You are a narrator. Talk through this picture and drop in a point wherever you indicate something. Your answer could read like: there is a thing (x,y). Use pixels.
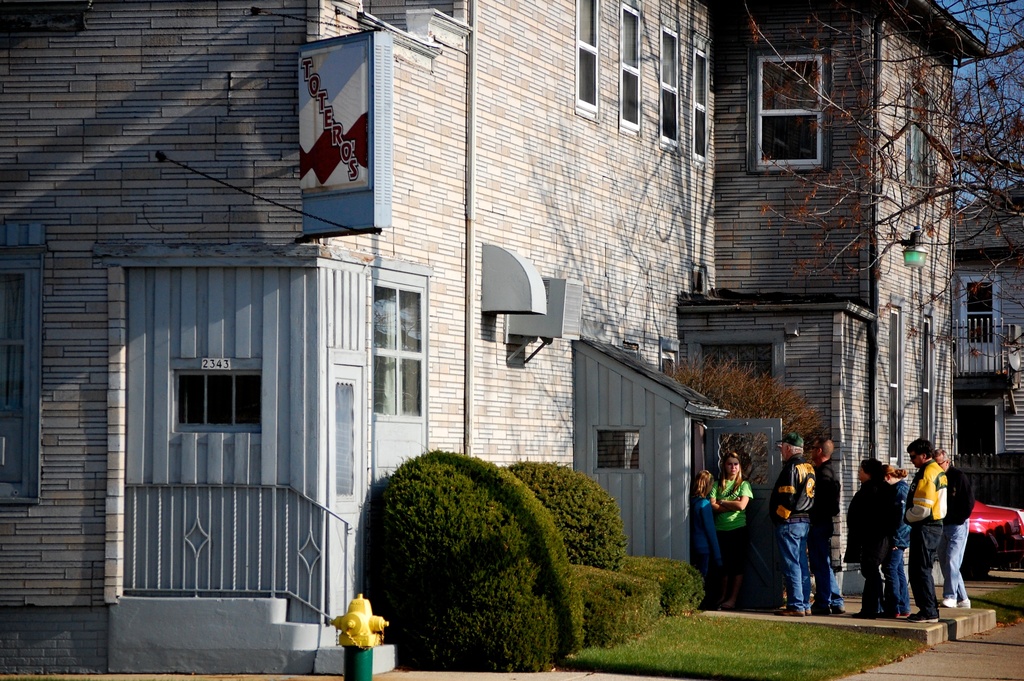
In the image I can see a place where we have some buildings (376,331) and also I can see some plants (618,551) and people (888,535) to the side.
